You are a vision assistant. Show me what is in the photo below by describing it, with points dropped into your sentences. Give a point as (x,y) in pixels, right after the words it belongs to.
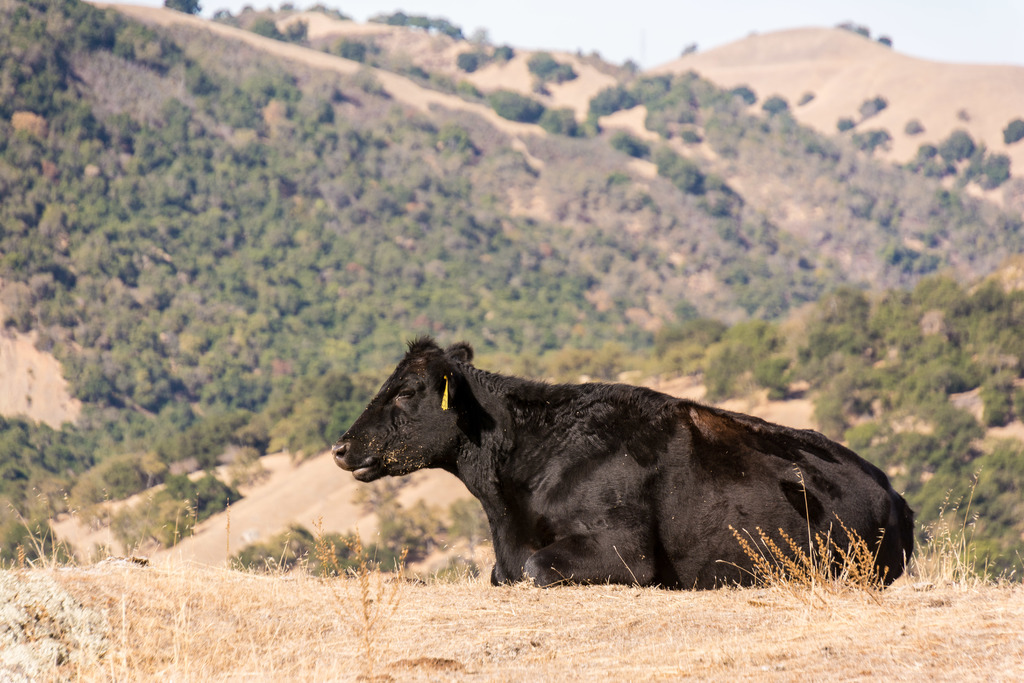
In this image we can see a cow (558,527) sitting on the grass (512,611), there we can see few mountains (669,254) covered with trees (591,115), few trees (435,229) and the sky (630,30).
